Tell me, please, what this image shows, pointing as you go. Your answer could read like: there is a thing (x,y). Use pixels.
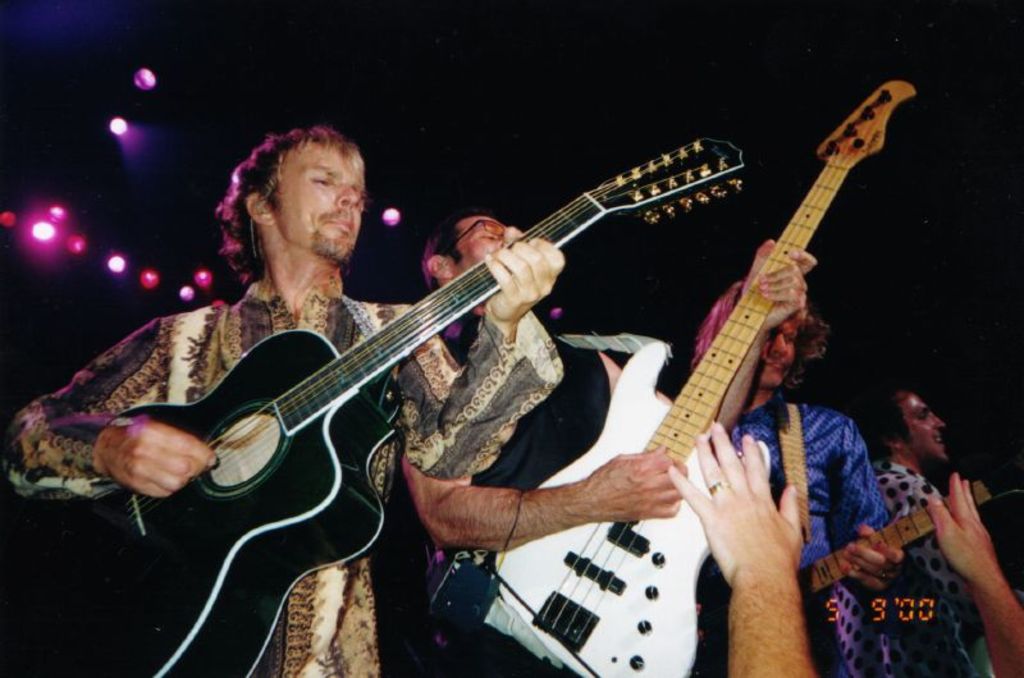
In this picture we can see four men (422,344) holding guitars (325,442) in their hands (654,463) and playing it and in background (205,165) we can see lights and it is dark.
